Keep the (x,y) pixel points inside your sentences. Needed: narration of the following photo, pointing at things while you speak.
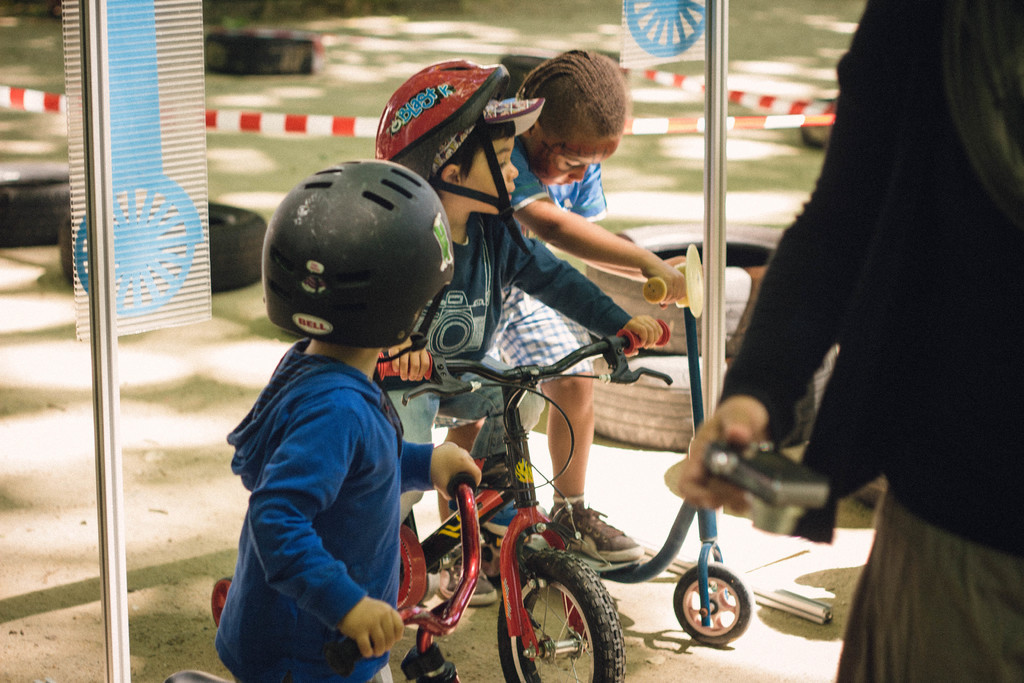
In this Image I see 3 kids (512,238), who are with the bicycle (607,644) and I see a person (865,80) over here who is holding a camera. In the background (666,418) I see the tires (666,418) and the rods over here.
